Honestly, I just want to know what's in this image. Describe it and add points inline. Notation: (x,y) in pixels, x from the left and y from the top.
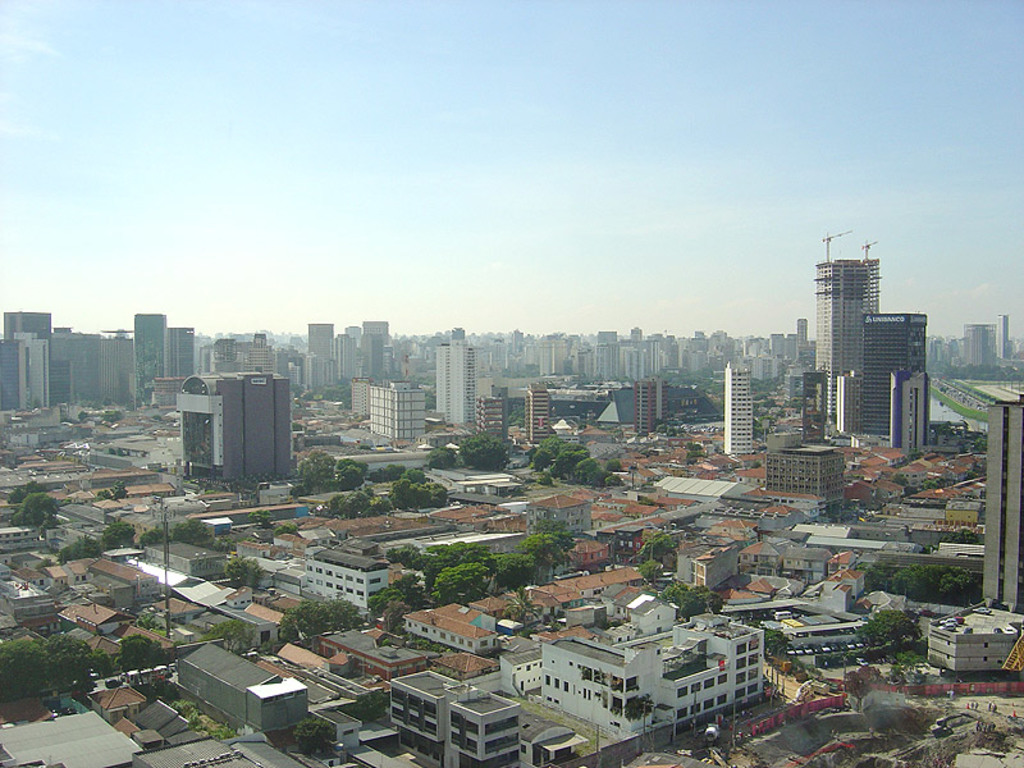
In this image we can see many buildings (835,480). Also there are trees (476,576). In the background (545,195) there is sky (561,67).
